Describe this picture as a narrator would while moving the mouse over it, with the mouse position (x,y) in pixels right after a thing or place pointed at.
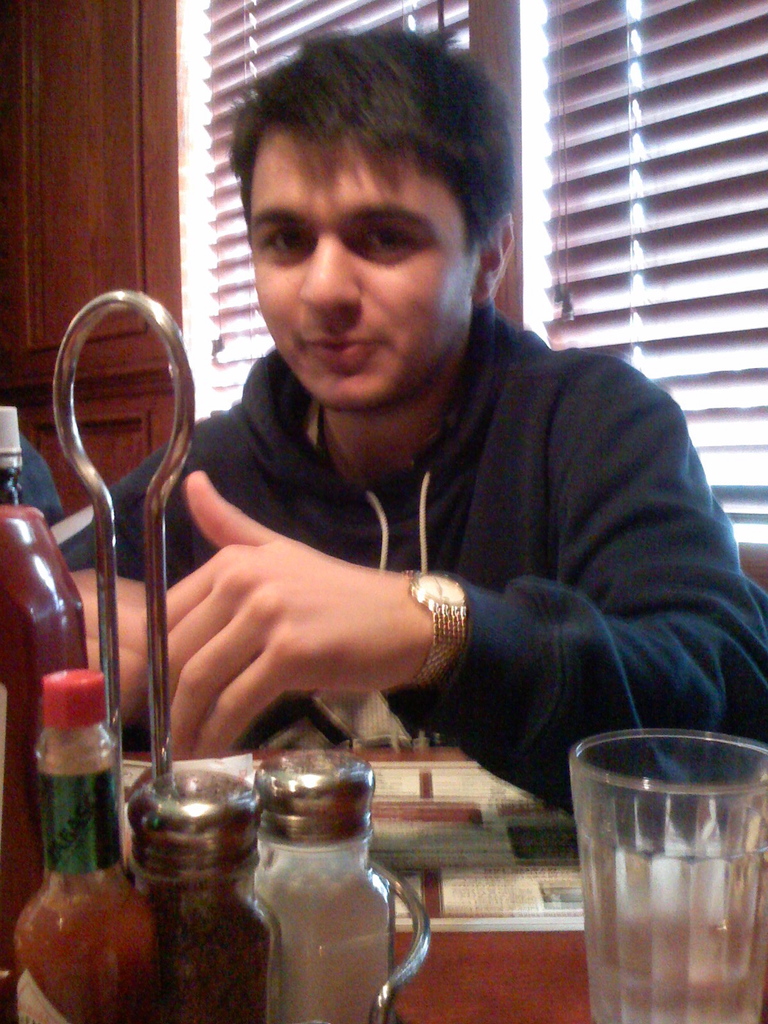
In this image I see a man (262,631) who is wearing a dark hoodie (483,319) and there are lot of things (30,1005) in front of him. In the background (754,358) i see the window (749,490).
